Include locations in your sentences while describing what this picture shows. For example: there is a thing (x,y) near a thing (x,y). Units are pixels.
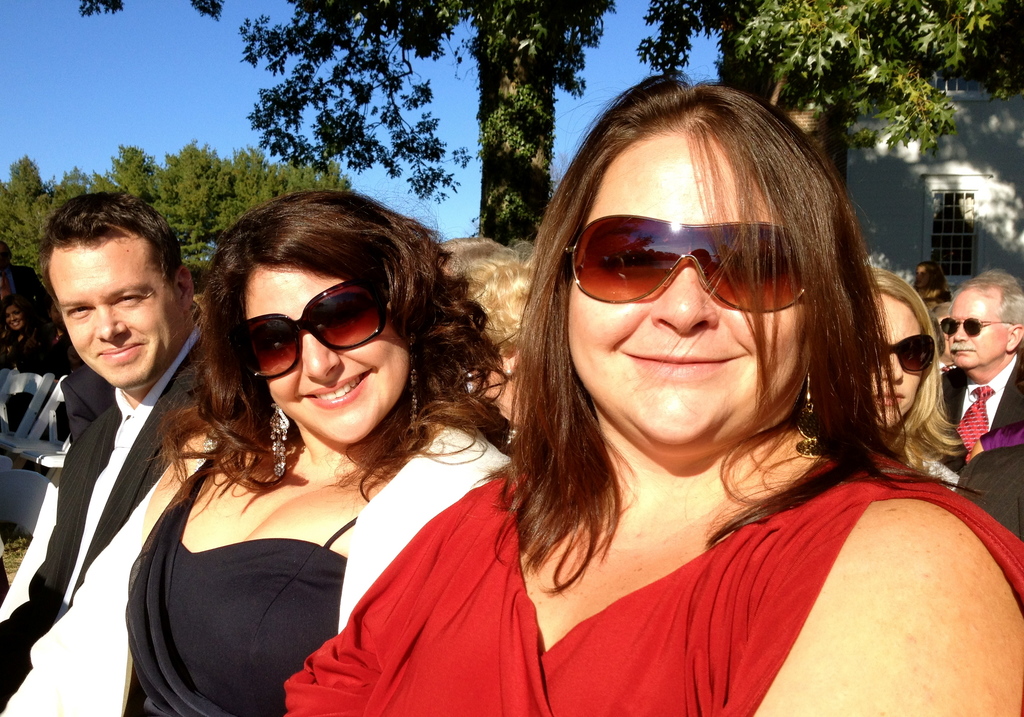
In this image I can see few persons (607,598) sitting. In front (575,571) the person (602,612) is wearing red color dress (679,673), background (897,185) I can see a building (911,185) in white color, trees (260,123) in green color and the sky (200,120) is in blue color.
